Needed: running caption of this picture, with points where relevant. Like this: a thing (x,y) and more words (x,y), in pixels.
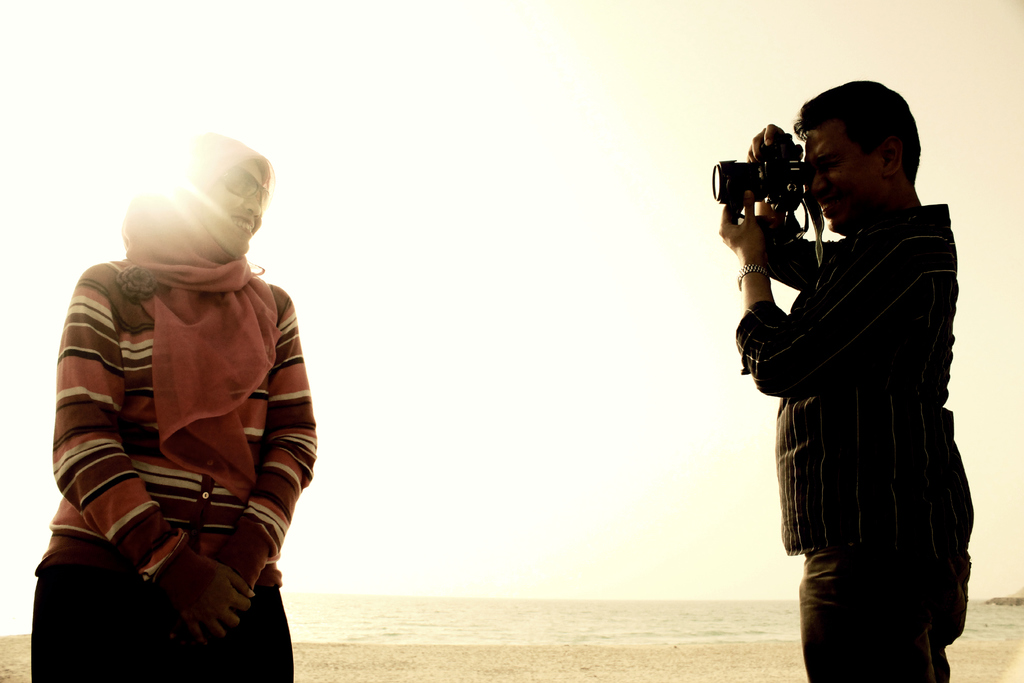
A woman (222,367) is standing here and giving pose to the camera (812,206) which is being clicked by a man (861,193).
